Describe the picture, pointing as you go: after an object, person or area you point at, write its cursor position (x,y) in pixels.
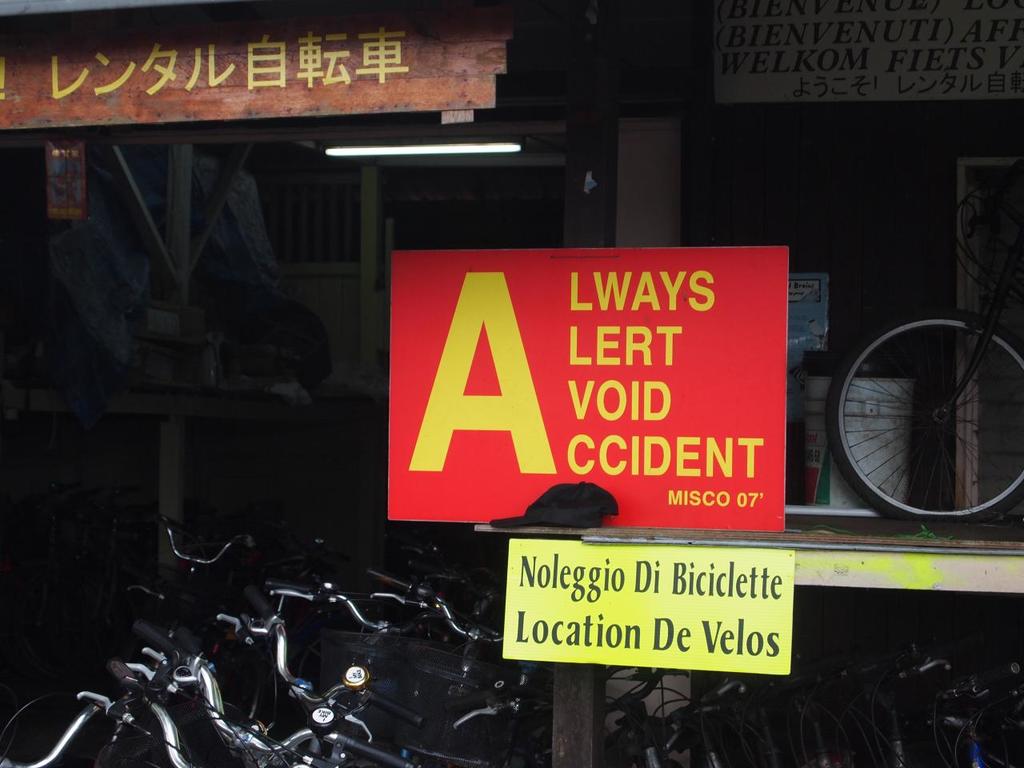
This image is taken outdoors. In the middle of the image (579,438) there are two boards (500,394) with text (482,401) on them. At the bottom of the image (431,714) a few bicycles (288,646) are parked on the floor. On the right side of the image (1009,500) there is a bicycle (919,416) on a shelf (865,518) and there is a board (752,38) with a text (873,52) on it. On the left side of the image (296,85) there is another board (420,51) with a text (270,56) on it and there is a light (374,148).
